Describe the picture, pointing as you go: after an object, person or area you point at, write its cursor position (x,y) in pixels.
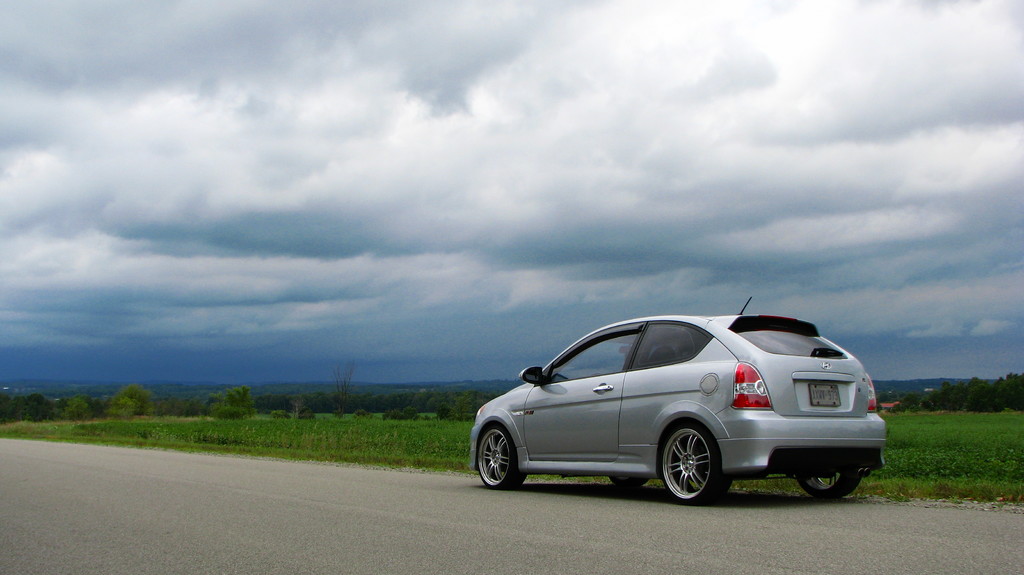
In this image I can see a car (680,432). There are plants (344,428), trees (257,407), there is grass (346,448) and in the background (514,177) there is sky (491,224).
